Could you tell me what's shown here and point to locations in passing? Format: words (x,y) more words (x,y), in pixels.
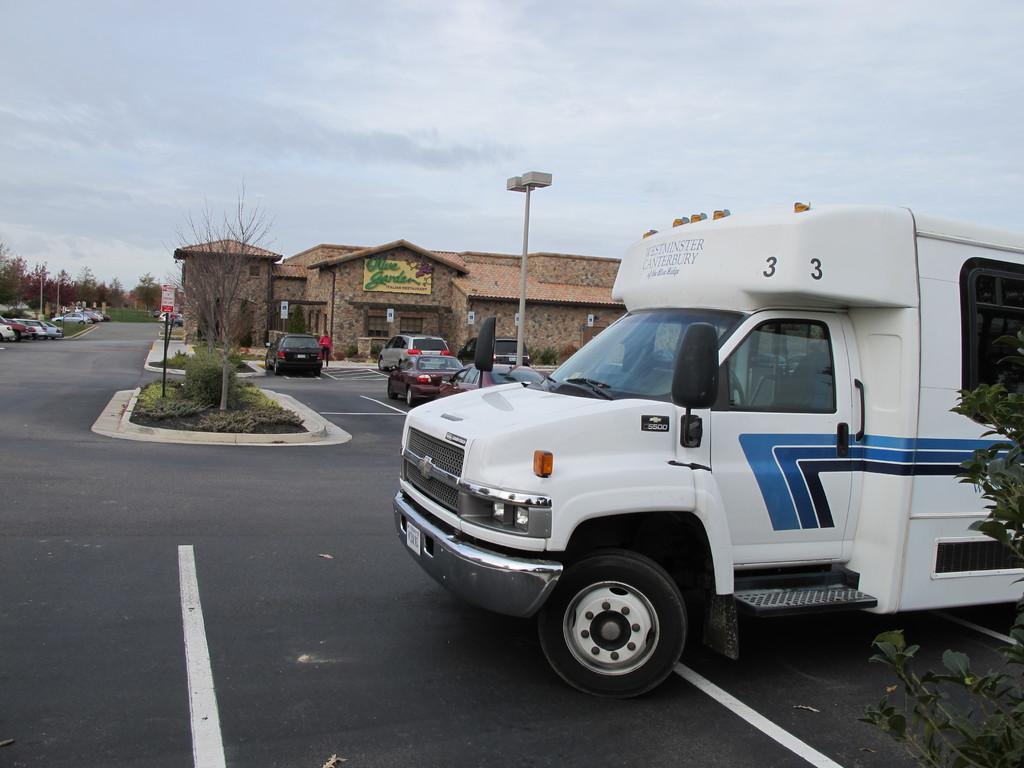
In this image we can able to see sky (438,96), there is a van (843,396) over here, we can able to see tree (221,332) here, and there are some cars (395,352) here, and we can able to see road (447,677), and there is a tree (954,672) here, and we can able to see a house (458,279) and there is a board (406,267) on it, and we can able to see a rod (510,181) which consists of two lights (523,179), and we can able to see a sign board (166,301) here.
